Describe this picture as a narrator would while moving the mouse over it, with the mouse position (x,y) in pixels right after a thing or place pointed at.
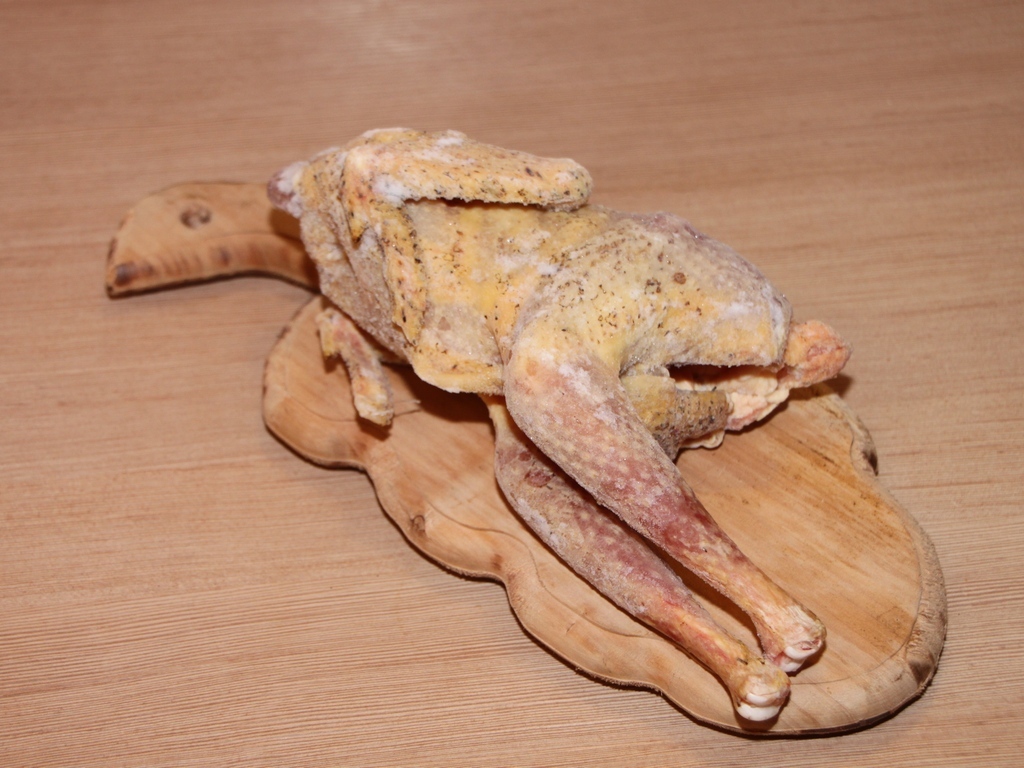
I see chicken (551,393) on the chopping board (479,414) on the table (397,672).
